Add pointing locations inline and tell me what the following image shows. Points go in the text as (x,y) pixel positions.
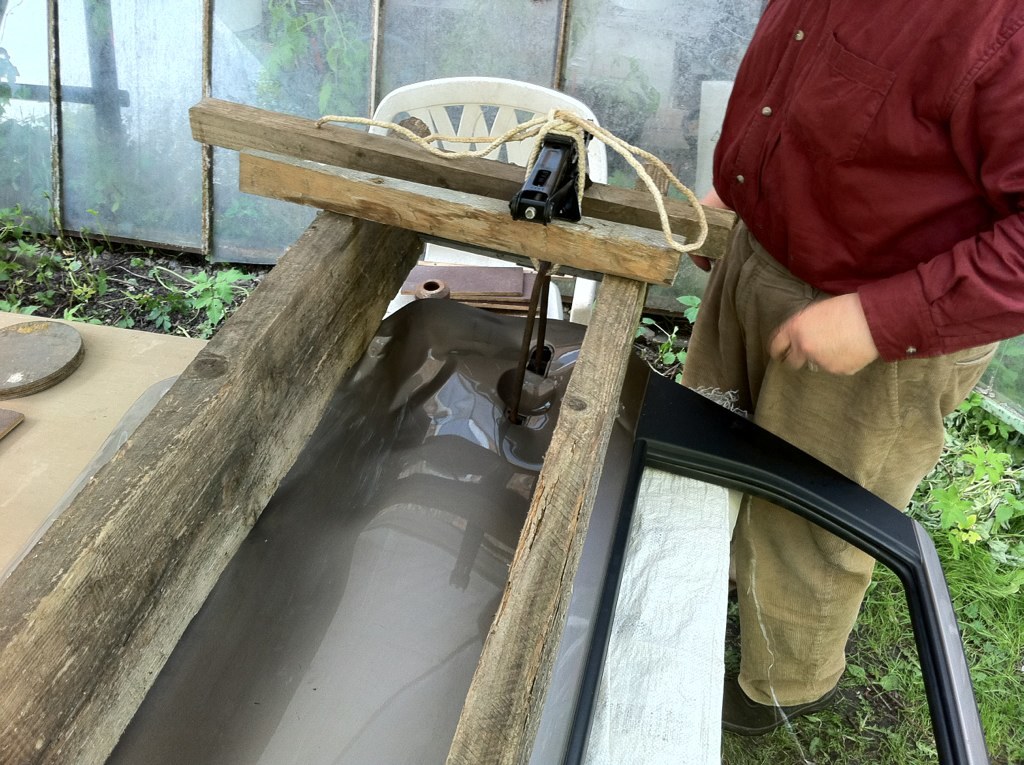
On the right side (942,186), there is a person (945,154) in a red color shirt (950,45), standing on the ground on which there is grass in front of an object (296,137). On the left side (15,328), there is a circular object (40,343). In the background (236,54), there is a steel object (714,19). Besides this object (645,45), there is a chair (436,107), on which there is an object (470,269).
